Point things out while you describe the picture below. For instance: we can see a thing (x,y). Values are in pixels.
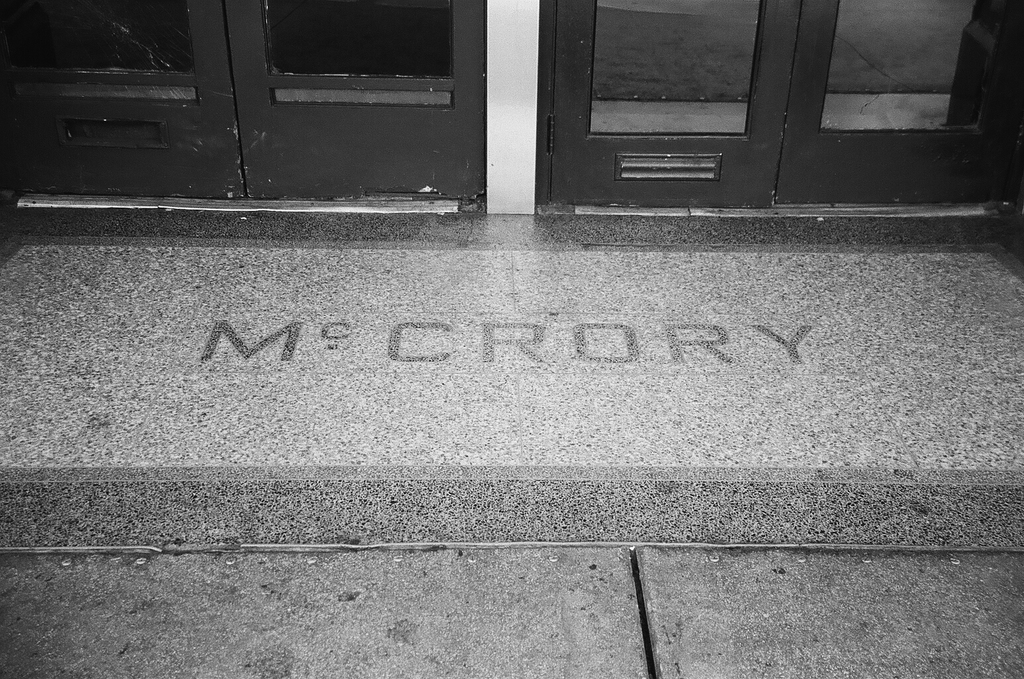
In the center of the image (543,342) there is a floor (533,414) with some text (510,359) written on it. At the bottom of the image (464,622) there is a floor (655,609). In the background of the image (544,89) there are doors (564,112).
